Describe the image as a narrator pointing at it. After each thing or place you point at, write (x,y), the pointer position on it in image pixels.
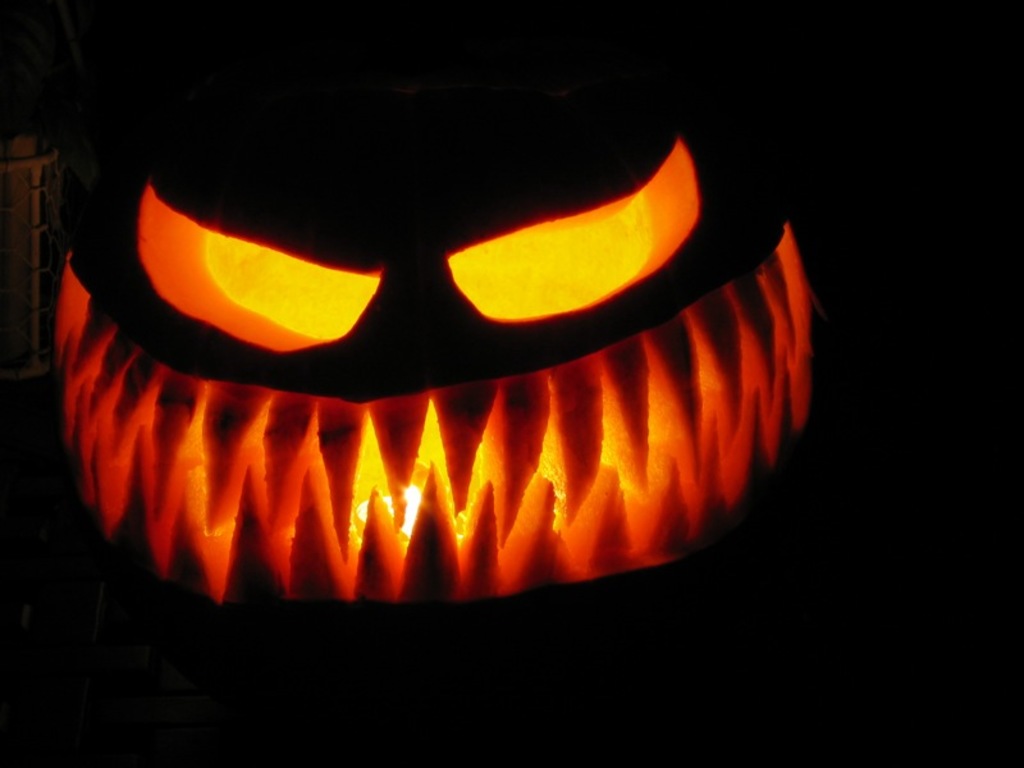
There is a light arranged in an object (530,420) which is cut in the shape of a person's face (97,257). And the background (775,6) is dark in color.
